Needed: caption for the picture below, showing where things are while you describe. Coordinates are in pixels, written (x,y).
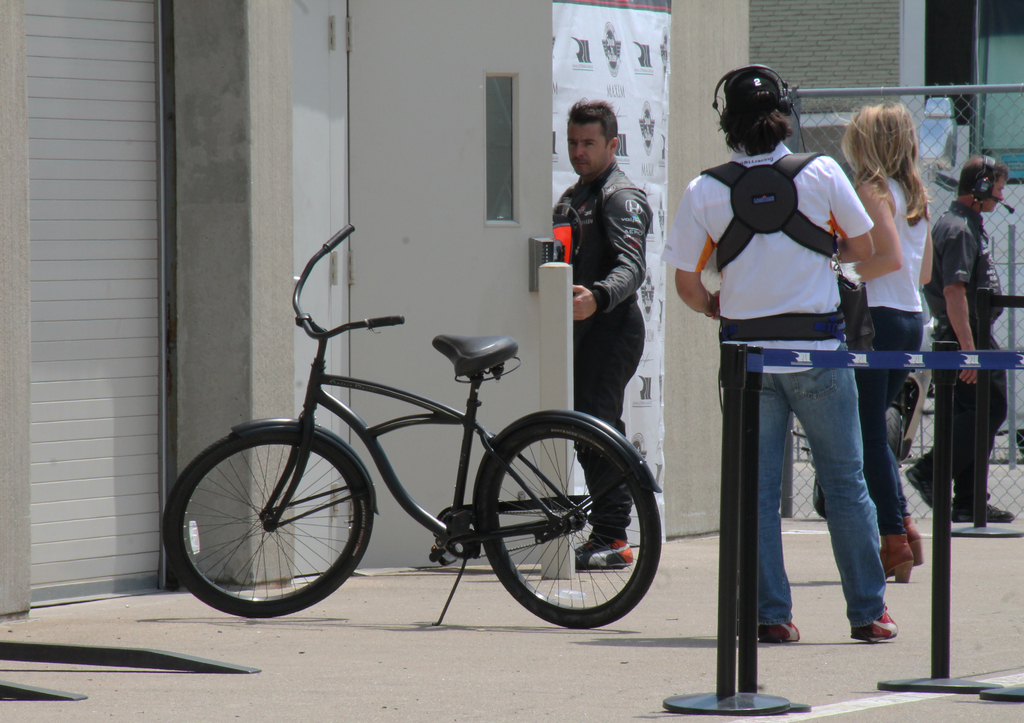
This is a bicycle (462,521), which is parked. There are few people (719,228) walking. This looks like a door (452,223). I can see a fence (956,111). In the background (799,34), I think these are the buildings (671,83). This looks like a pathway (638,682).
